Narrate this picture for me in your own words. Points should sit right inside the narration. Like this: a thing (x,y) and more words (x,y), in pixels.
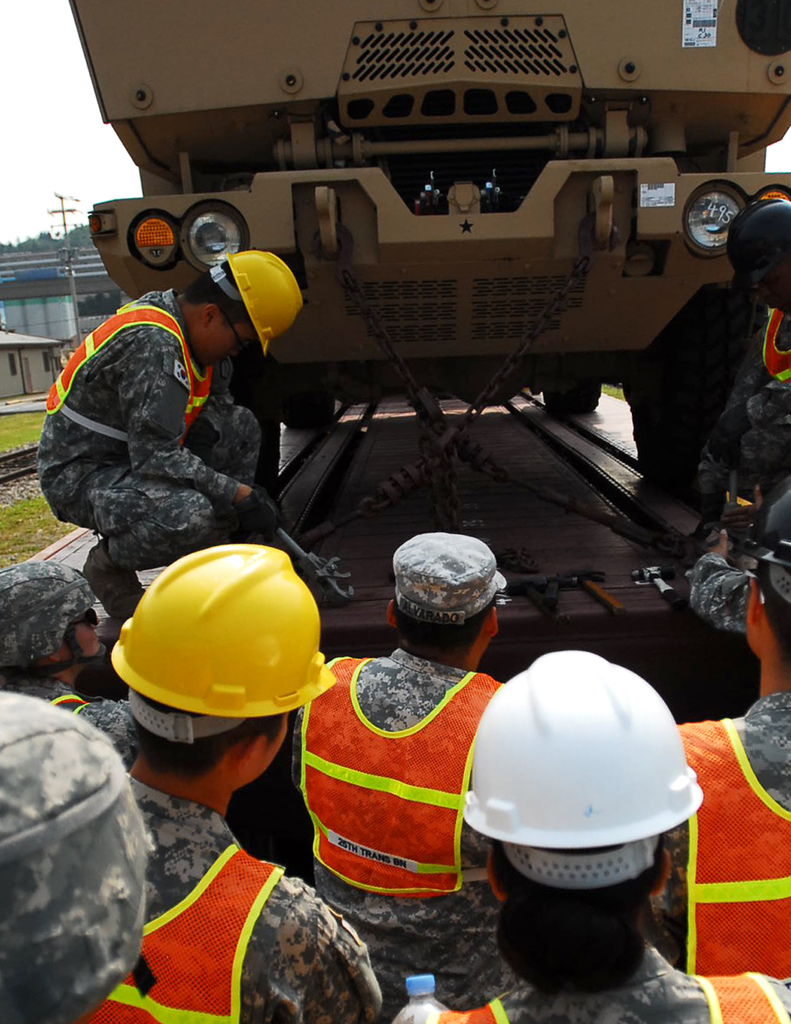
In this image there are people (366,664) with uniform (473,906) and some are wearing helmets (57,579) and few are wearing caps (56,869). In the background (505,341) there is a vehicle (577,317) placed on the surface (572,490). And on the left (52,317) there are houses (45,358) and also electrical pole (67,261). Trees (43,244) are also present. At the top (39,93) there is sky (49,94).
